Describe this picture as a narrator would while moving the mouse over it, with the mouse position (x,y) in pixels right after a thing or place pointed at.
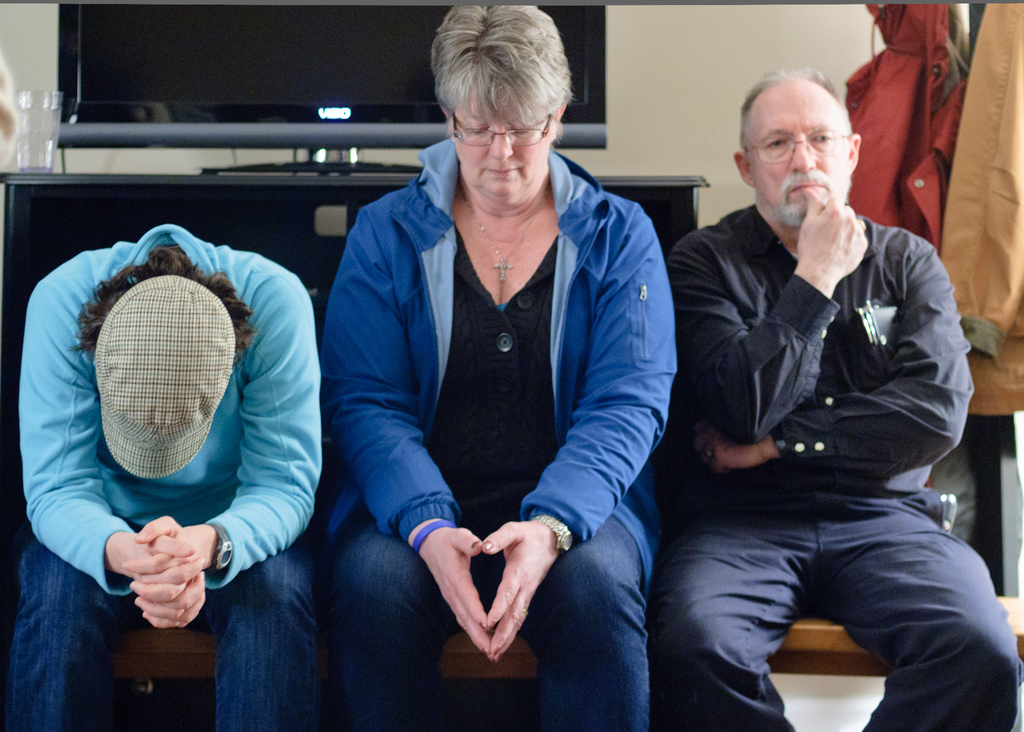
In this image I can see 3 people (843,436) sitting. The person (131,412) on the left (118,407) is wearing a cap (153,349). There is a glass (38,134) and a television (288,107) at the back (38,146). There are coats (861,68) hanging on the right (979,70).
